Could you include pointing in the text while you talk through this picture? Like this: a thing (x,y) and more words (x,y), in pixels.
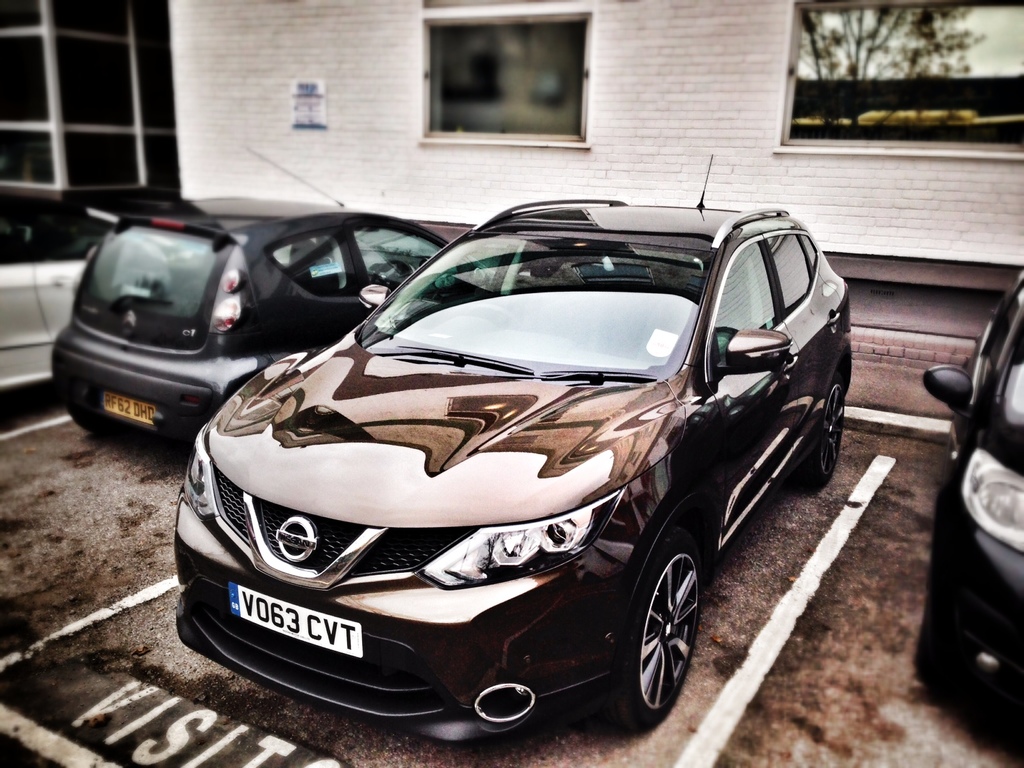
There are few vehicles (694,500) parked in parking place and there is a white color building (662,95) behind it.
